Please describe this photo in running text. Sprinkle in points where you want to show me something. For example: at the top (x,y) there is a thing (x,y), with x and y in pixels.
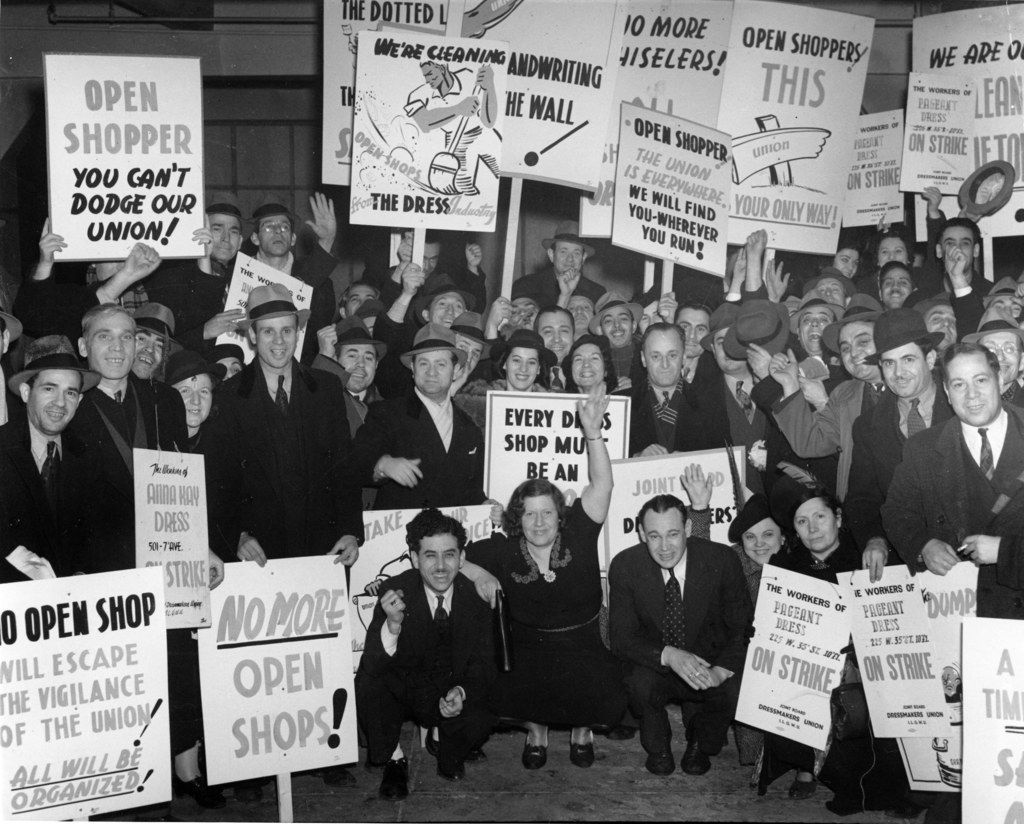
In this picture we can see group of people (303,478), few people (310,464) holding placards (568,445) and few people (355,421) wearing caps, it is a black and white photography.
